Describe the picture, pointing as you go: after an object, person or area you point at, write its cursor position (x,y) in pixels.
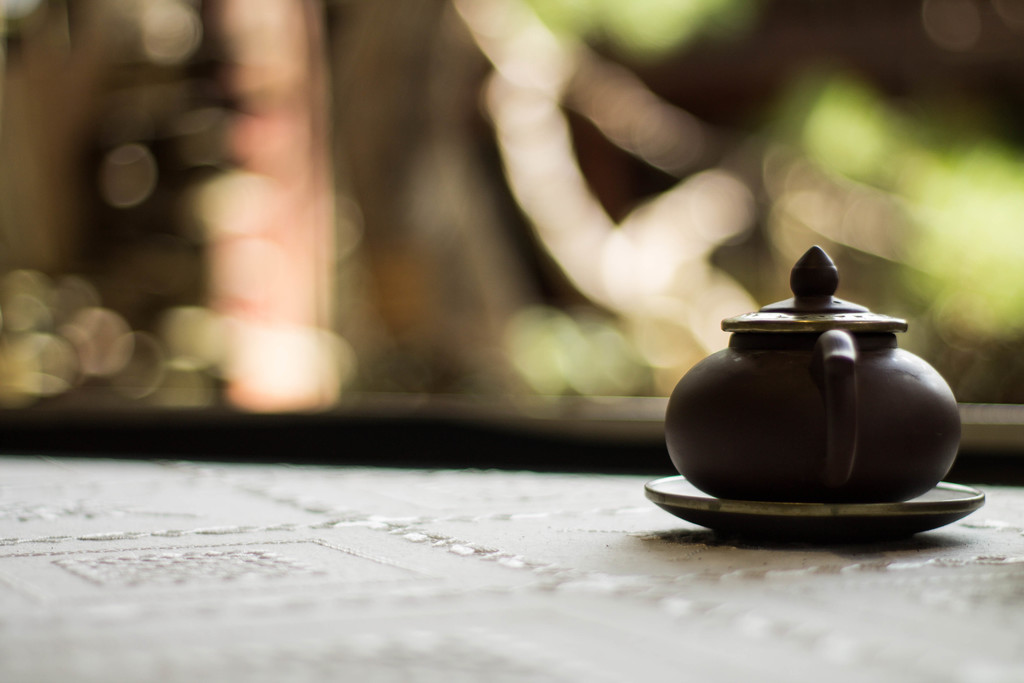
In the image there is black kettle (786,378) on the table (571,601) and the background (765,167) is blurry.
